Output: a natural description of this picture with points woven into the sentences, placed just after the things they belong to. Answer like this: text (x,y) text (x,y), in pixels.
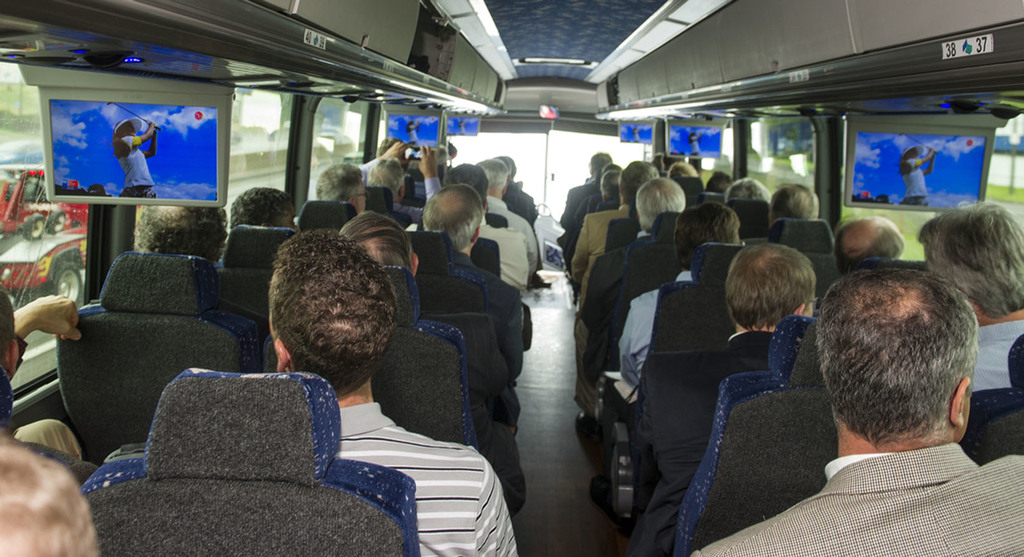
This is a picture of inside of a vehicle (411,106), in this image there are group of people (981,337) sitting on chairs (141,340) and there are televisions (63,179) and there are glass windows (571,131). At the top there are some lights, and on the left side of the image (47,220) there are windows (40,253), through the windows (11,174) we could see vehicles (21,268).
